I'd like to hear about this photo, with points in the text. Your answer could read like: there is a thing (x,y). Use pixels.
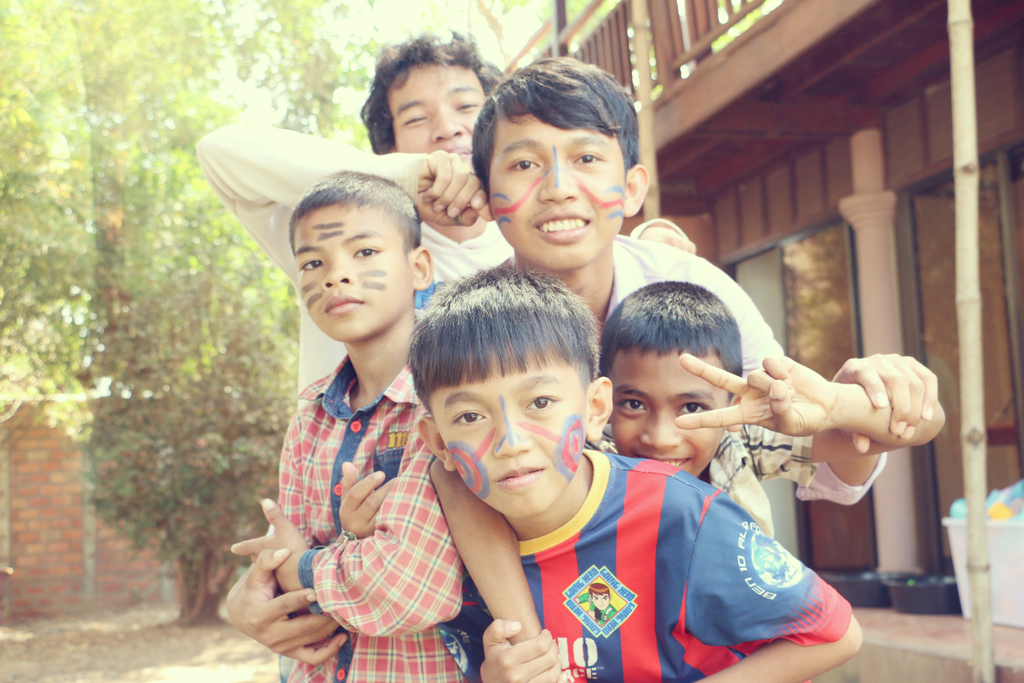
In the image there are few kids (547,334) standing in the front (672,420) with face paint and on the right side (819,35) there is a building (760,139) with trees (178,153) in front of it on the left side (144,545) and behind it there is a wall (54,520).
